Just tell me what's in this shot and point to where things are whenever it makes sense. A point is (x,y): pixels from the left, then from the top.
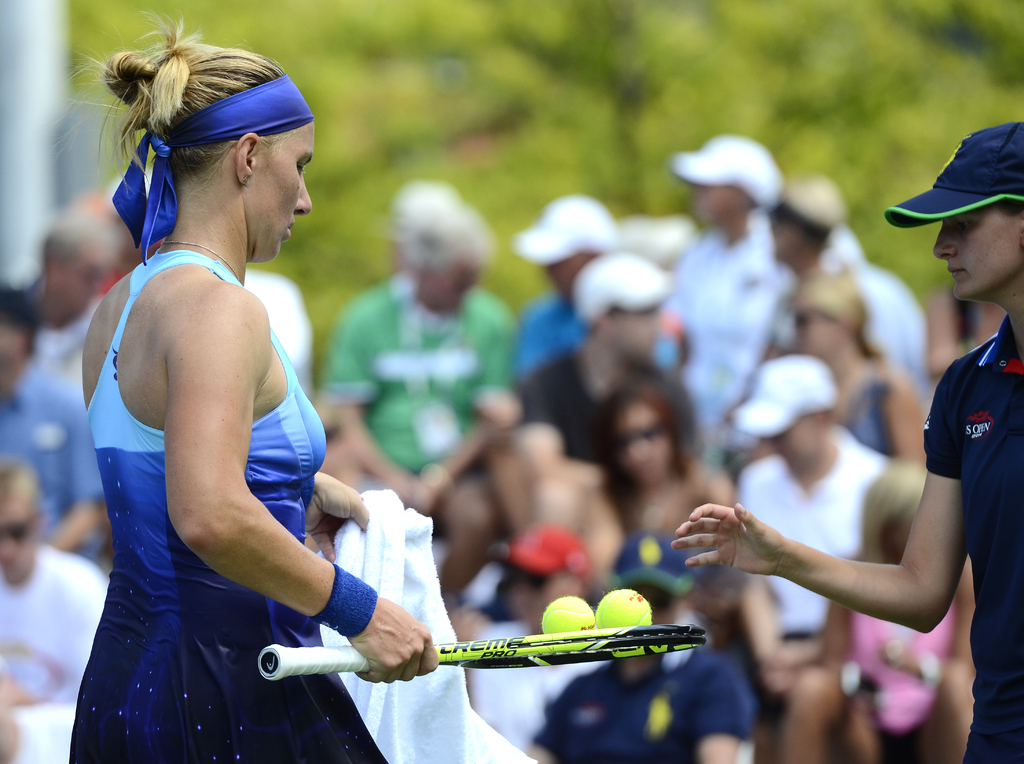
This picture shows a woman (266,80) holding a tennis racket (652,651) with two balls (599,606) in her hand (395,640) and we see other woman (1023,150) standing and we see few people (415,293) seated on the side and we see a tree (780,93) on their back.
